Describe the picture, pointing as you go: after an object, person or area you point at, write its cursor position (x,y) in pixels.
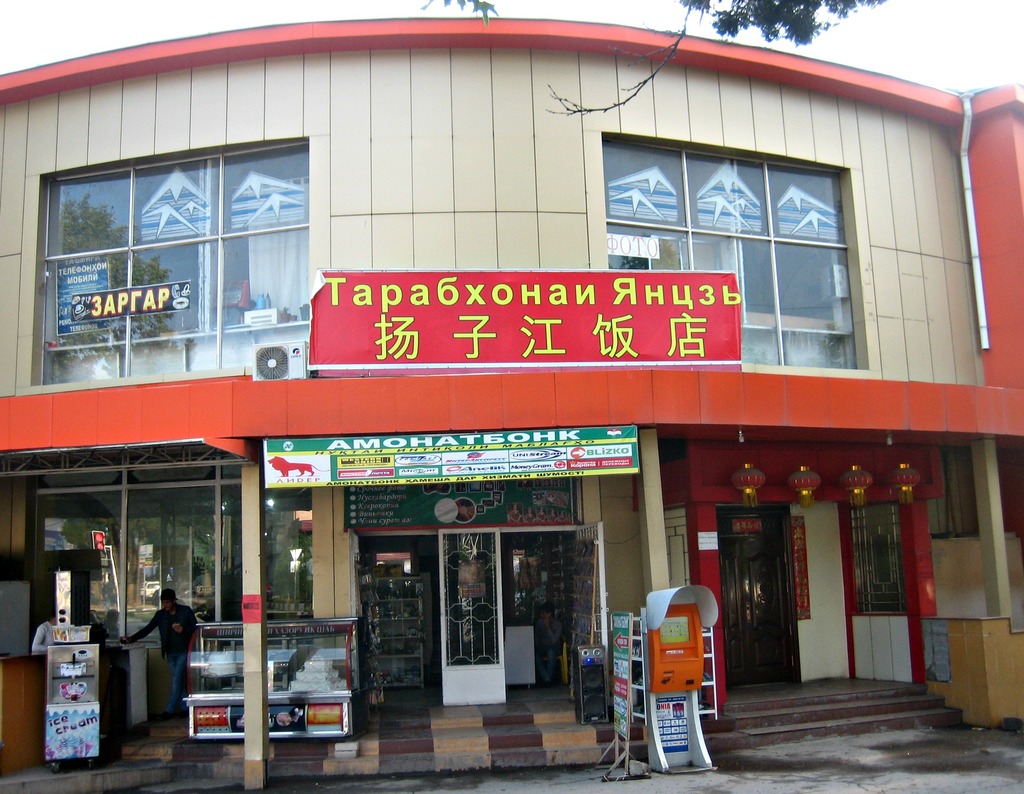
This image is taken outdoors. At the bottom of the image (779,783) there is a floor (669,783). At the top of the image (131,33) there is the sky (878,15) and there is a tree (729,17). In the middle of the image (571,325) there is a building (782,323) with walls (506,218), windows (205,219) and doors (752,602). There are many boards (455,440) with text (455,482) on them. A man (168,623) is standing on a floor (183,762). There is an object (661,670) and there are a few pillars (254,545). On the left side of the image (59,701) there is a stall (77,669) and two men (49,639) are standing and there is a table (25,696).
